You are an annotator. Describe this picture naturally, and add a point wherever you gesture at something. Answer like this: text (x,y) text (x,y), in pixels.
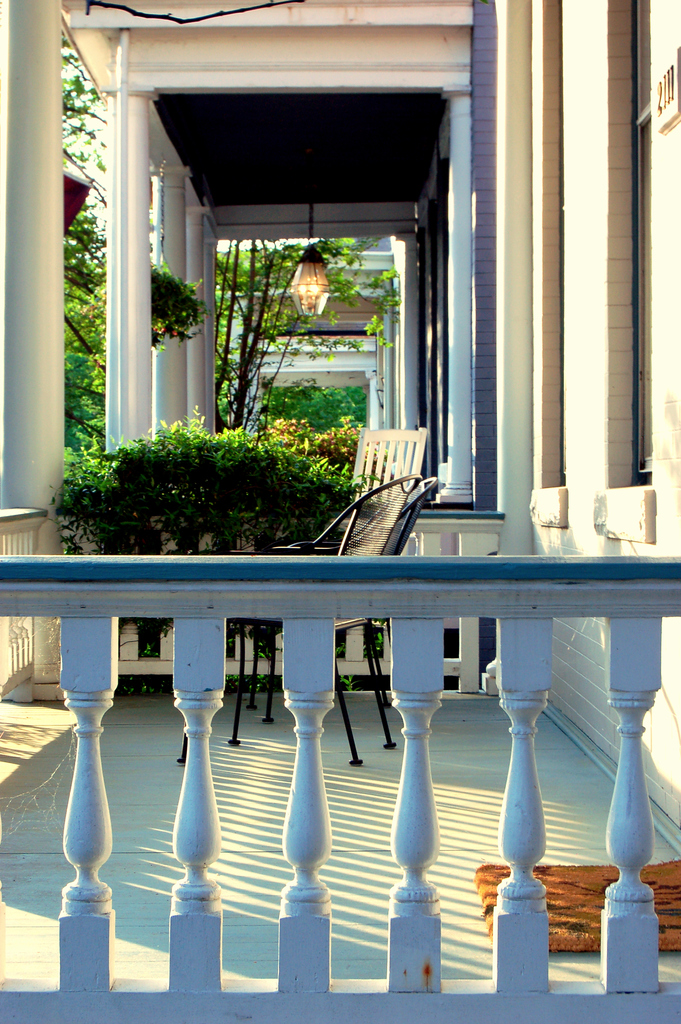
In this picture I see the railing (202,660) in front (314,689) and I see a chair (359,532) and few plants (171,466) and I see a light (309,275) on the middle of this picture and I see the wall (566,660) and on the left side of this image (142,288) I see the pillars (144,314).
